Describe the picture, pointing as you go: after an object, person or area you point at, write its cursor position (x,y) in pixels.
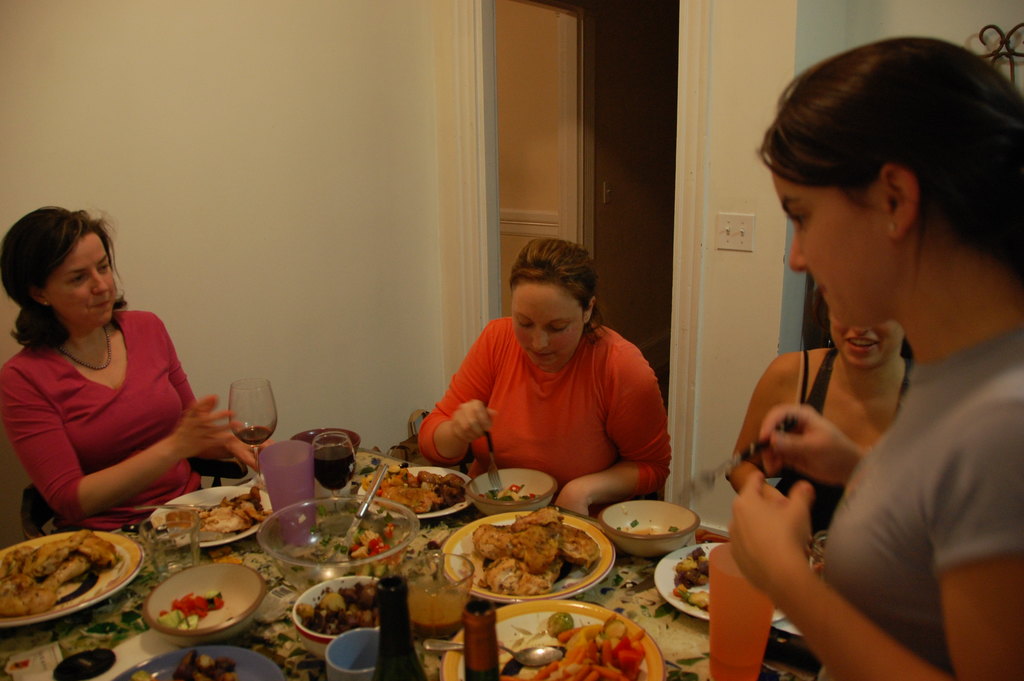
This is a room (476,570), they are at the dining table (323,453) eating food (671,527). There are 3 women (150,408) sitting here on the chair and a woman (926,374) standing and she is holding a fork (749,453). In the middle (564,409), the woman (531,410) is holding fork (490,441) and eating the food (509,489). On the right (854,397) the person (845,420) sitting on the chair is laughing. On the table (140,592) there are different types of foods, Glass (257,425) with wine (328,478), wine bottles (405,615), etc. On the wall (754,224) we can see switchboard (734,237).
